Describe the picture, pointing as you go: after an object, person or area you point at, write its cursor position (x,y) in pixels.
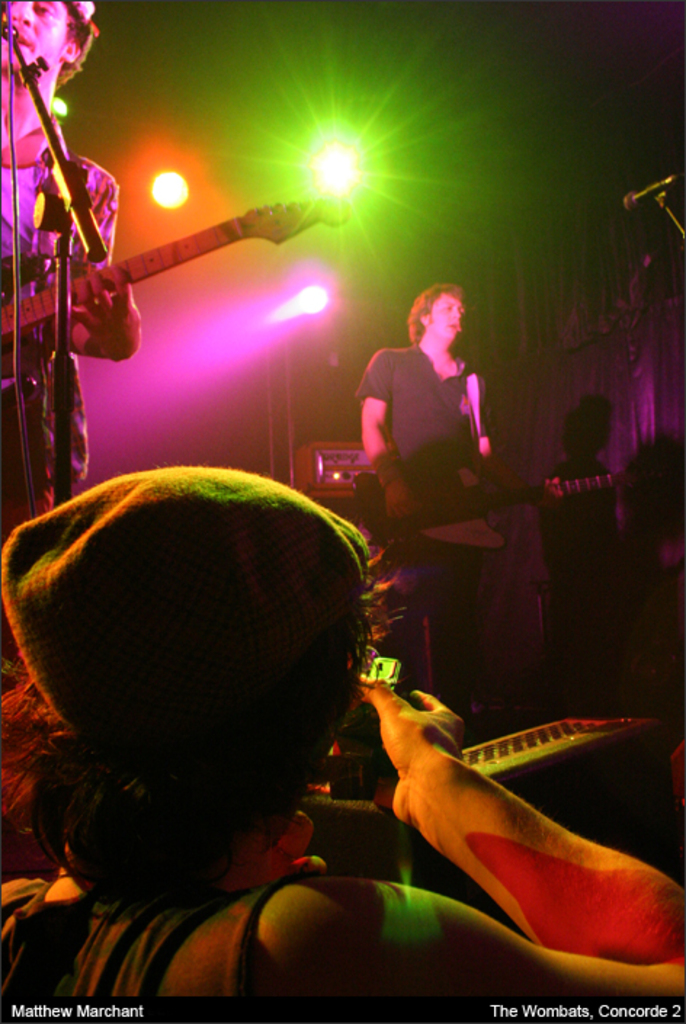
In this picture we have several persons (45,27), one of them is singing and playing the guitar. The disco lights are attached to the ceiling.
